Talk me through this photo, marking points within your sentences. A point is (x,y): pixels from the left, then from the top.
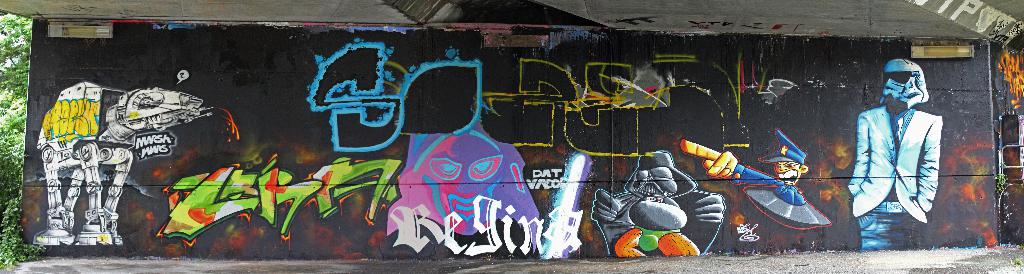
This picture is clicked outside. In the center (371,116) we can see the pictures (113,122) of some objects (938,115) and we can see the picture (901,155) of a person (865,166) and we can see the text (267,208). At the top (320,22) there is a roof (307,15). In the background (11,232) we can see the trees (21,142) and plants (20,176).
